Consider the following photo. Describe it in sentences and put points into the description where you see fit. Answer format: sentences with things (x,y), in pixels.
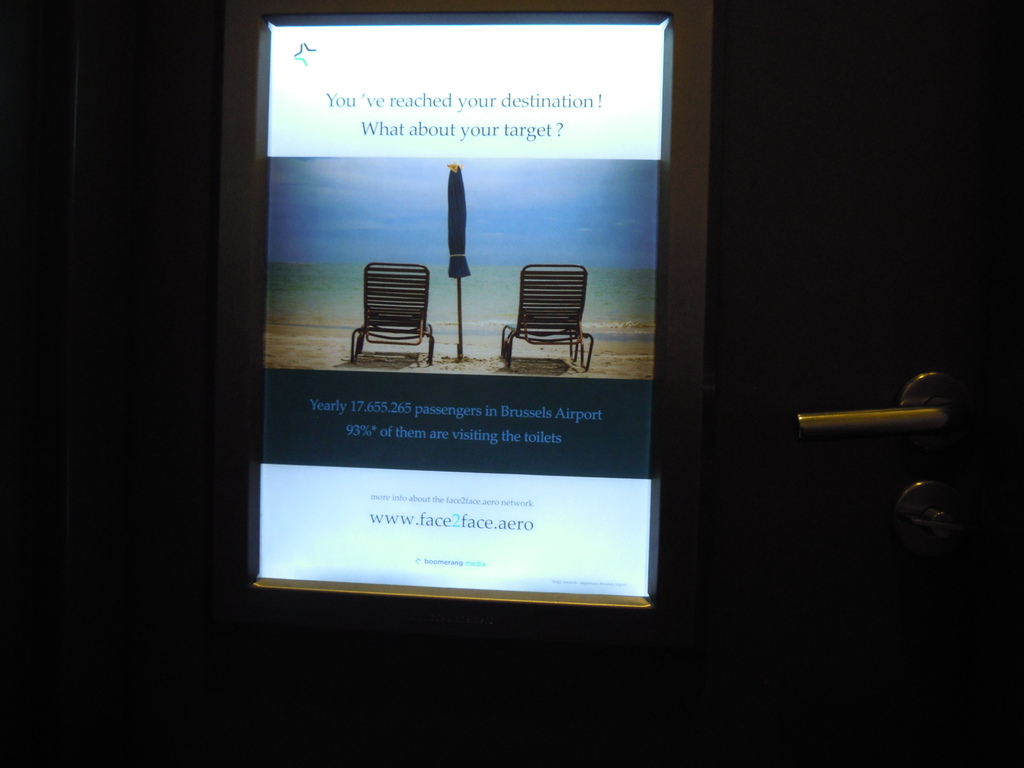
In this picture we can see beach chairs (538,309), an umbrella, some text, numbers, water (340,267), sky (432,225) and a few things (523,370) on the screen (570,454). There is a door (932,314) with a door handle (906,410). We can see the dark view in the background (988,224).
